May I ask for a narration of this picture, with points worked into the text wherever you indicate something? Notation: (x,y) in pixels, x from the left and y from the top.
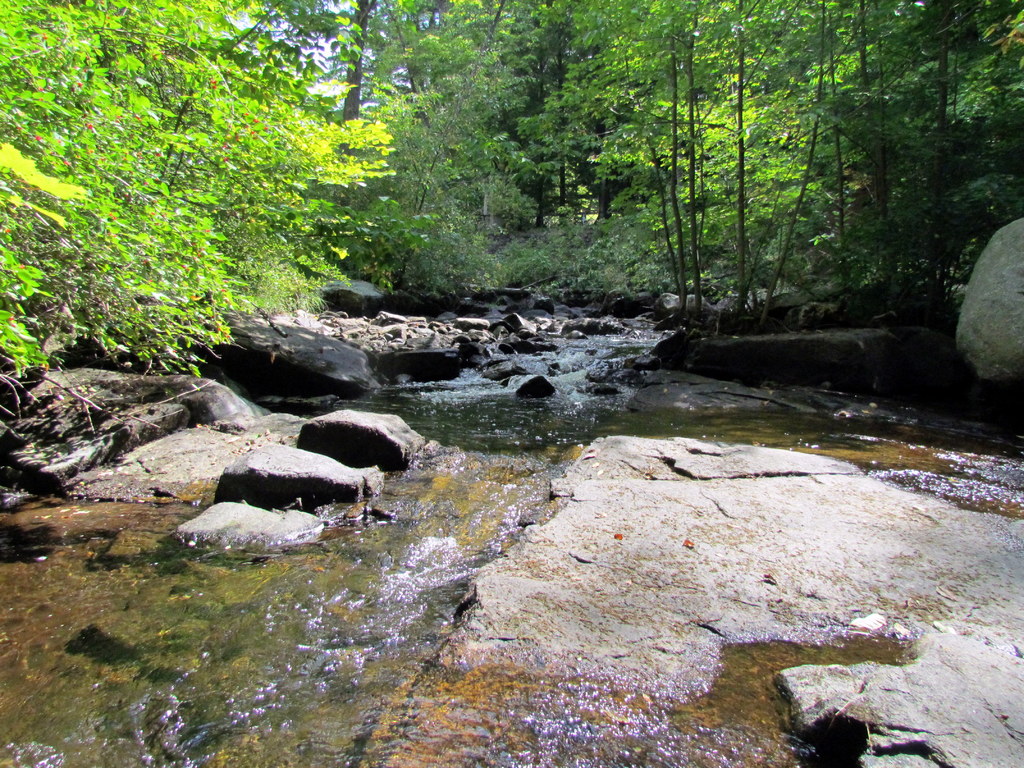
In this image I can see the water (478,435). To the side of the water (496,419) I can see many rocks (746,392). In the background (312,57) I can see many trees (277,51) and the sky (286,26).
